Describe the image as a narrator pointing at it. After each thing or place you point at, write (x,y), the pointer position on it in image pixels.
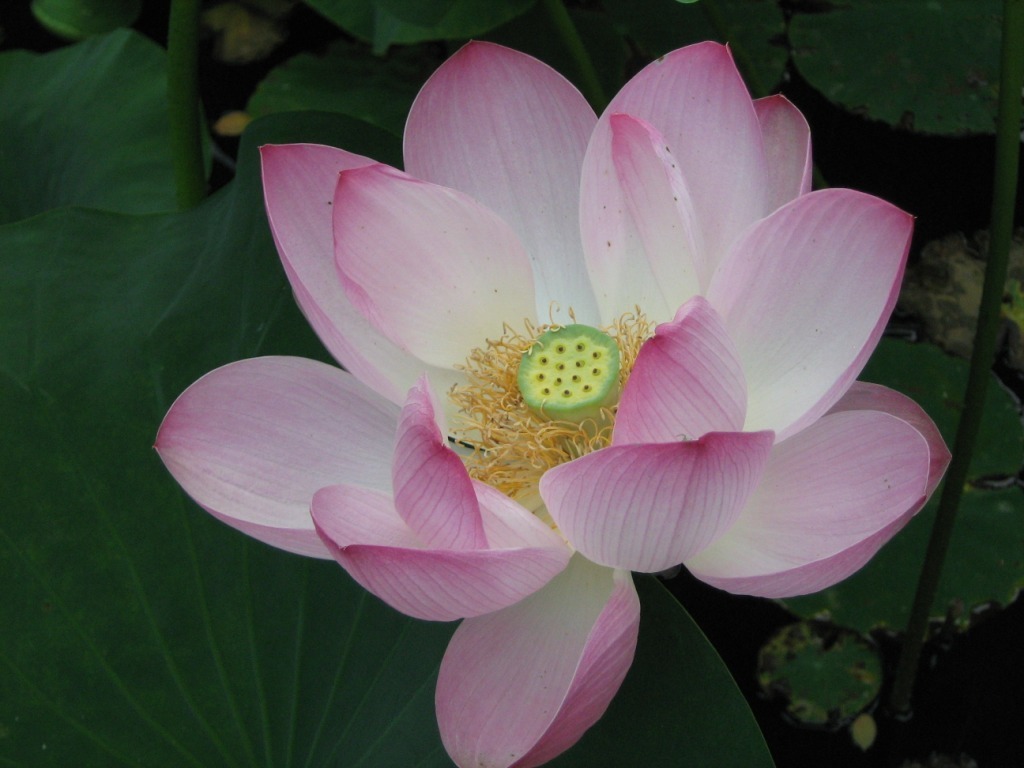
In this image, we can see a flower (620,431), leaves (995,11) and stems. On the right side (974,663) bottom corner, we can see the water (927,714).
